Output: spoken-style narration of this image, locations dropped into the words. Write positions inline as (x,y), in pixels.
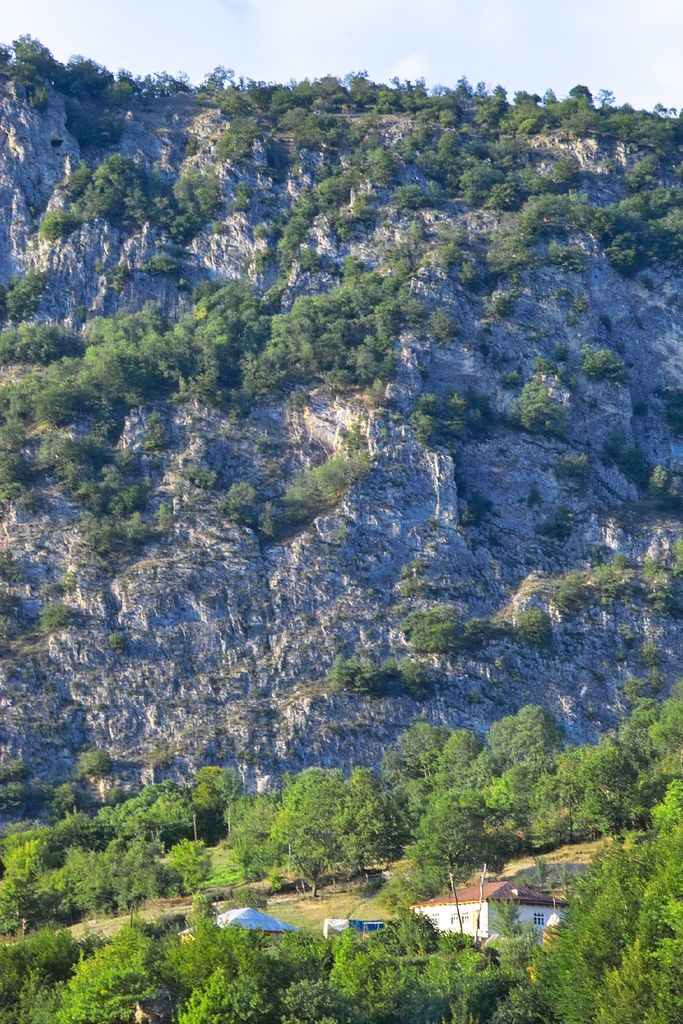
In this picture we can see stone mountain (7,211) and trees (304,872). On the bottom (471,928) we can see buildings (521,905). At the top (485,39) we can see sky (538,25) and clouds (597,36).
